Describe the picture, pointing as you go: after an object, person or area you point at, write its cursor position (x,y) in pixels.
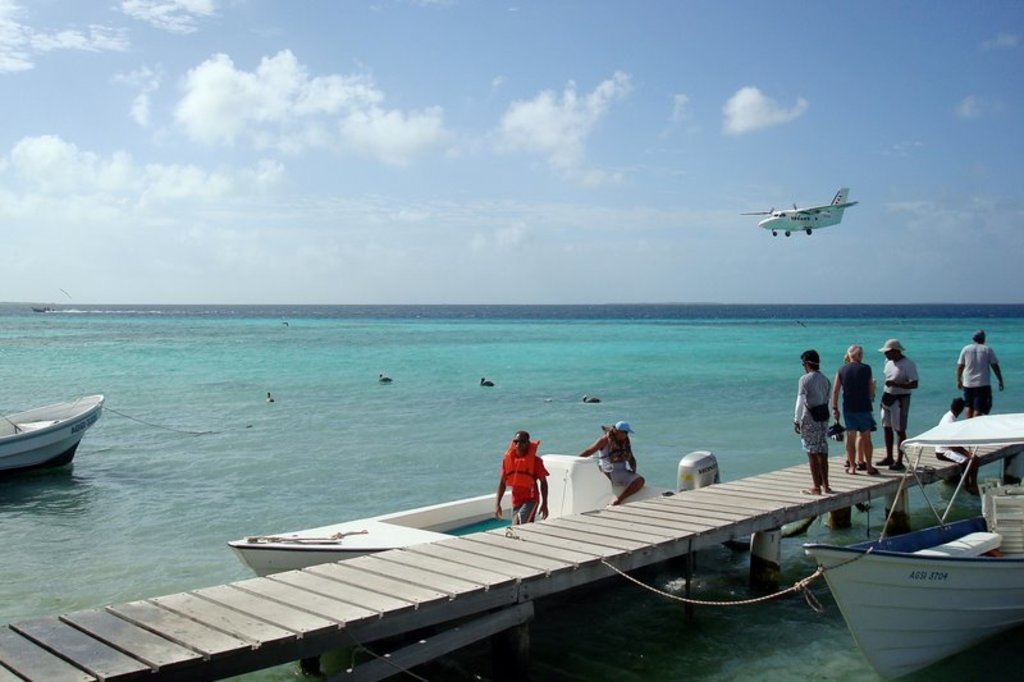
In this picture I can see there is a bridge (240,616) and there are some people (825,465) standing on the bridge (718,520). There are some boats (980,632) are tied to the bridge (605,530) and there is a air plane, a ocean (286,308), the sky (360,246) is clear.
